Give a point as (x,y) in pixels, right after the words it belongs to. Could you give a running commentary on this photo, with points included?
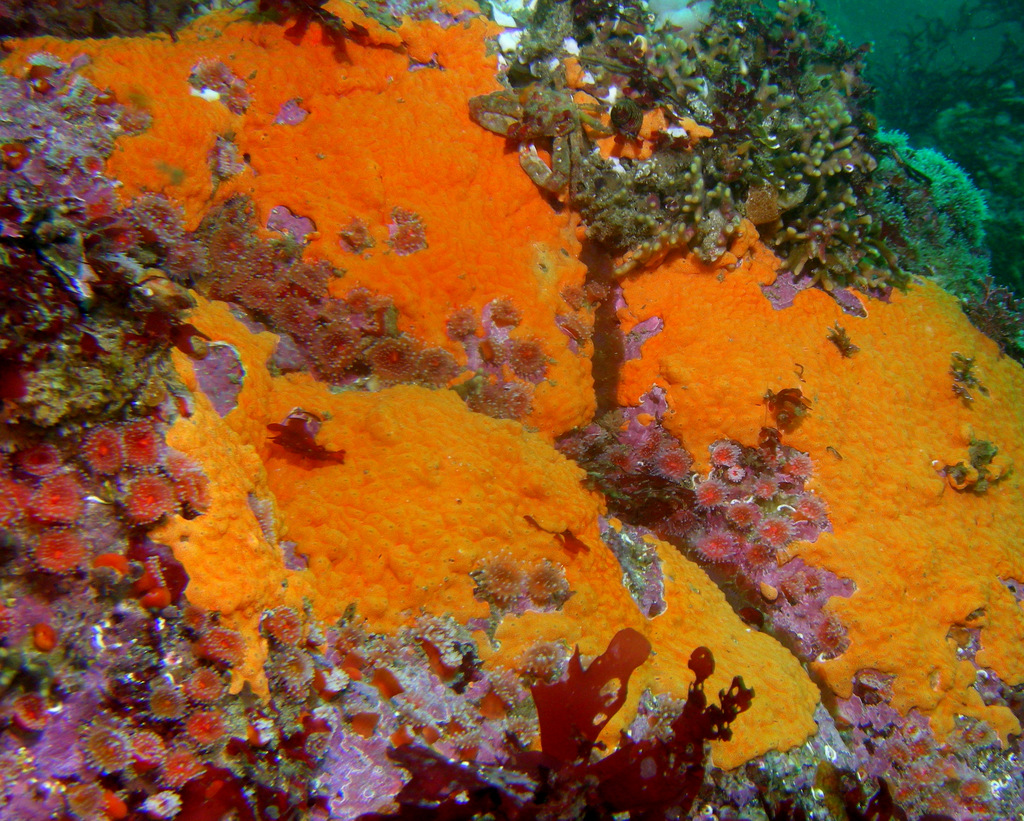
In this picture I can see corals (609,451) under the water (957,8).
